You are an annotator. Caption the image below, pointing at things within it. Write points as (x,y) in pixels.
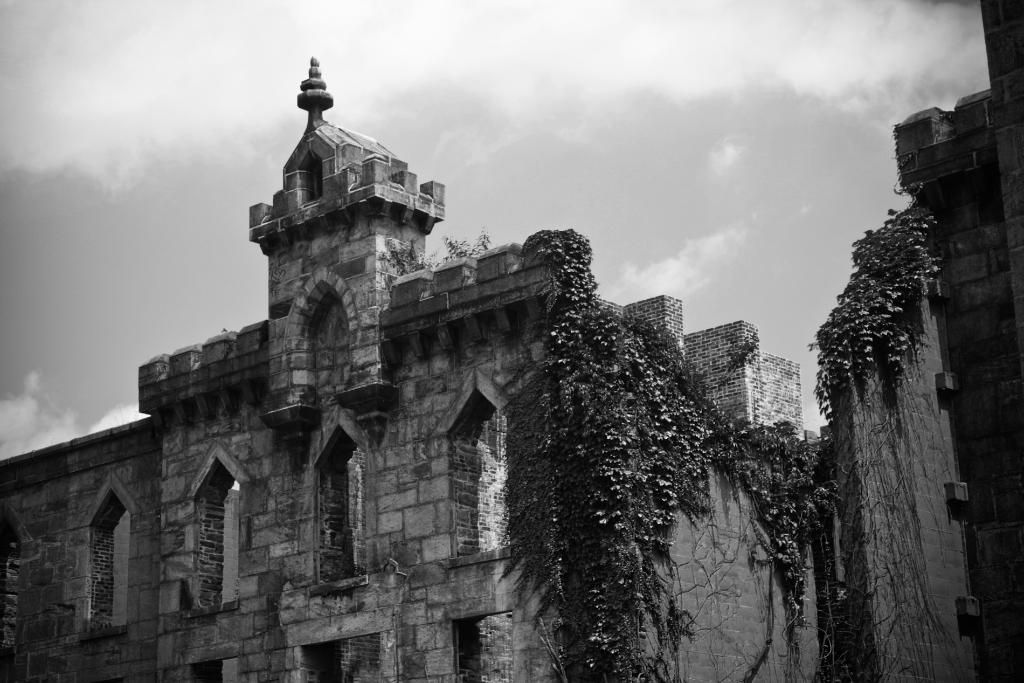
In this picture we can see the architecture (494,419), leaves (738,471) and the cloudy sky (72,294).
